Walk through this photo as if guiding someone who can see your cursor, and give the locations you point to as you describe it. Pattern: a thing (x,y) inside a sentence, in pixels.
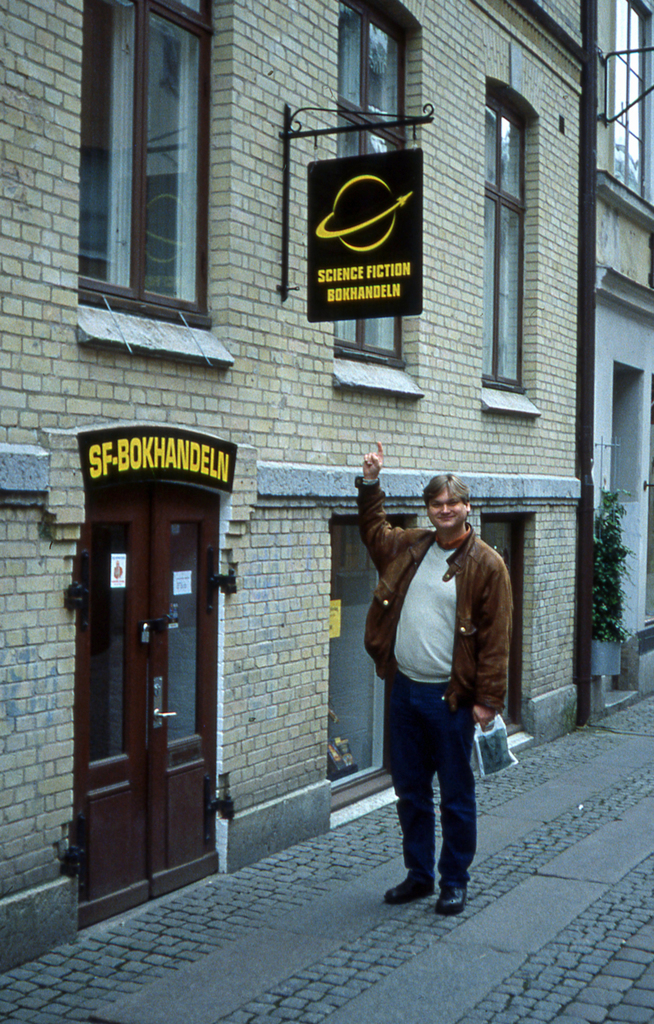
In the foreground (56,578) I can see a person (375,463) is standing on the road (333,869) in front of a building (256,498), windows (177,207), board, door (127,661) and a houseplant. This image is taken may be on the road (292,951).
